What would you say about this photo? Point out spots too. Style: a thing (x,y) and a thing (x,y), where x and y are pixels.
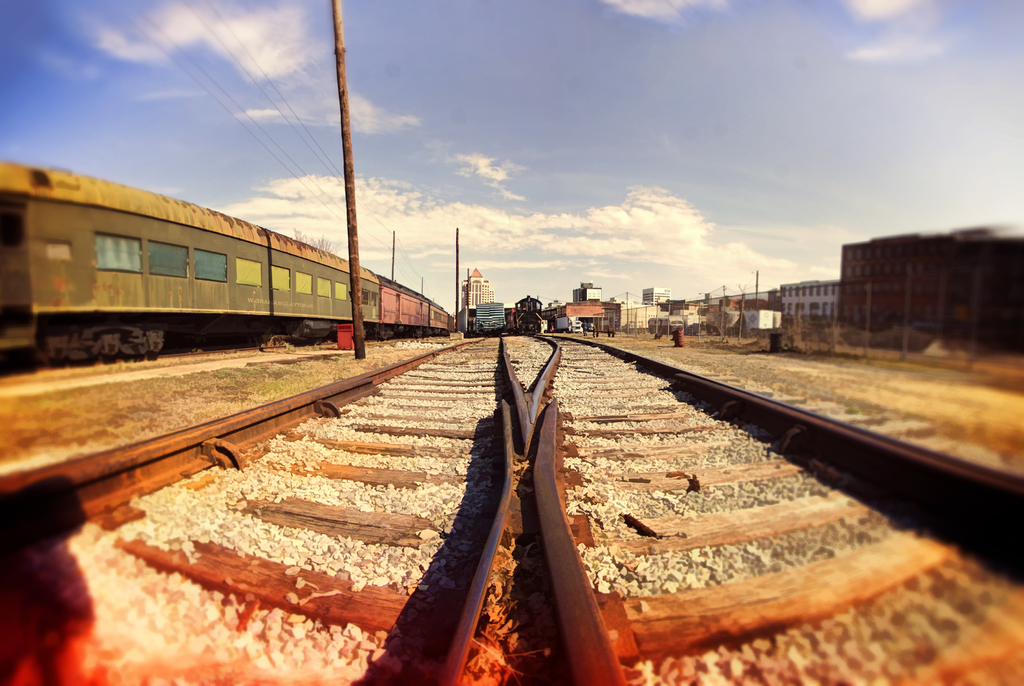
In this image there are train tracks (260,446), on the track (631,389) there are trains (418,323), in the background (588,313) there are houses (652,303) and a sky (295,105).
